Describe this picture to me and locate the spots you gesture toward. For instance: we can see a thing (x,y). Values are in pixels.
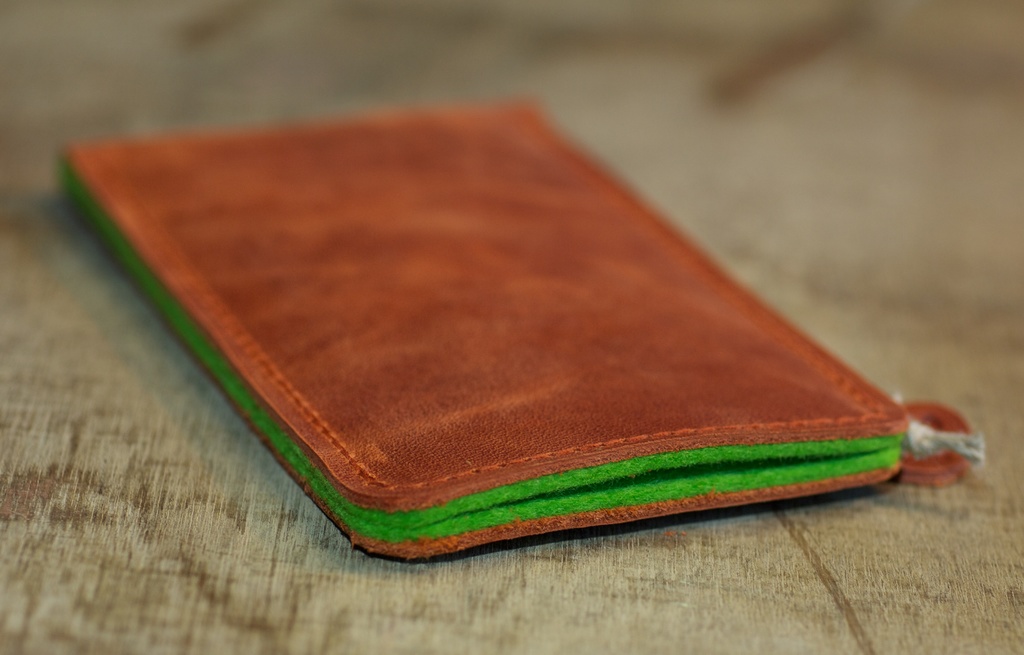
In the foreground of this image (491,411), there is a leather wallet (427,323) like an object (411,337) on a wooden surface (130,492).
